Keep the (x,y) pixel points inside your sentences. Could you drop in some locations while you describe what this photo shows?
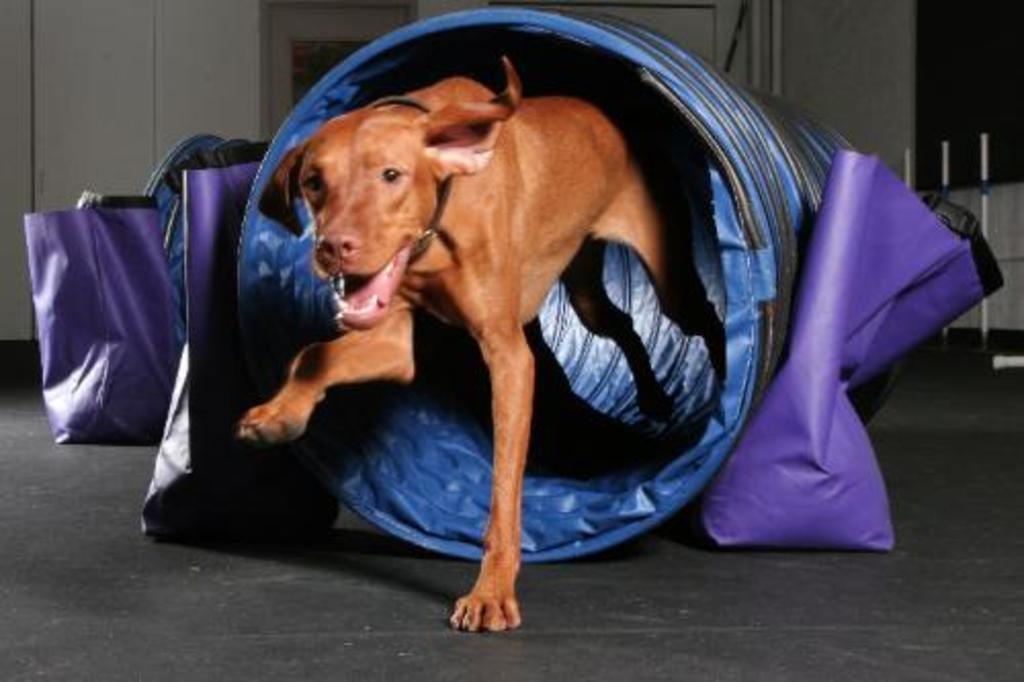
In this image I can see a dog (485,309) in a blue color object (618,410). Here I can see some bags (163,341) and other objects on the floor (29,451). In the background (215,66) I can see a wall (65,64).
